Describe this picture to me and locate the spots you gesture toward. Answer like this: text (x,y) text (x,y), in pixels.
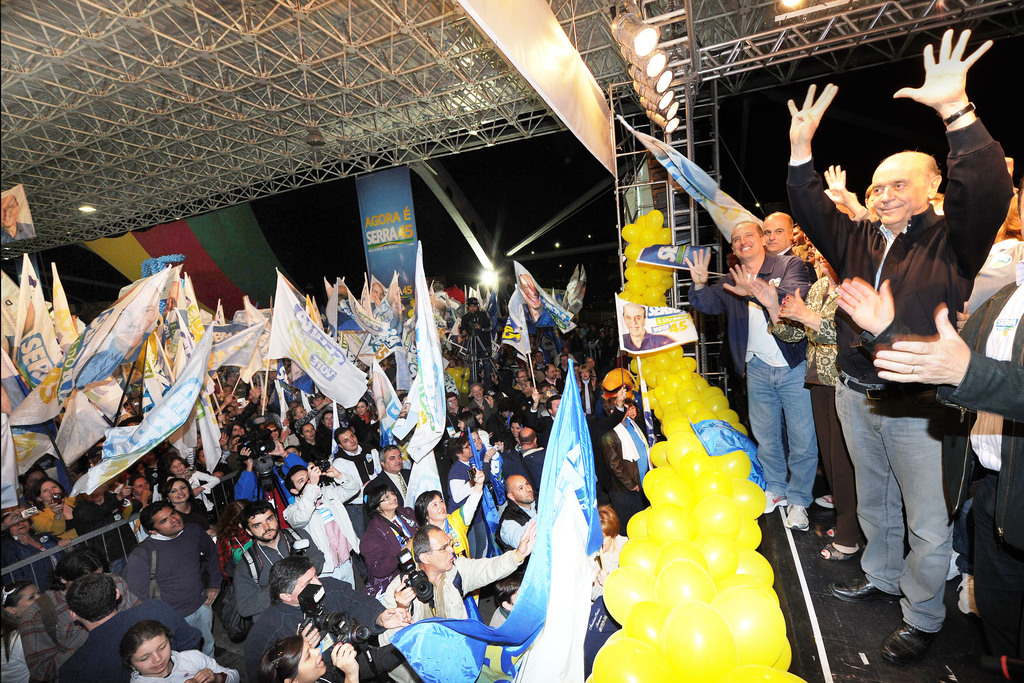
In this image I can see the group of people (238,477) with different color dresses (190,540). And I can see few people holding the flags (194,402) and few people (288,600) holding the camera (347,635). In-front of these people (458,507) I can see few yellow color balloons (658,449) and few people (832,445) are standing on the stage (825,592). And I can see the lights (655,90) and roof (295,70) in the top (327,115). There are banners (246,247) which are in different color.
